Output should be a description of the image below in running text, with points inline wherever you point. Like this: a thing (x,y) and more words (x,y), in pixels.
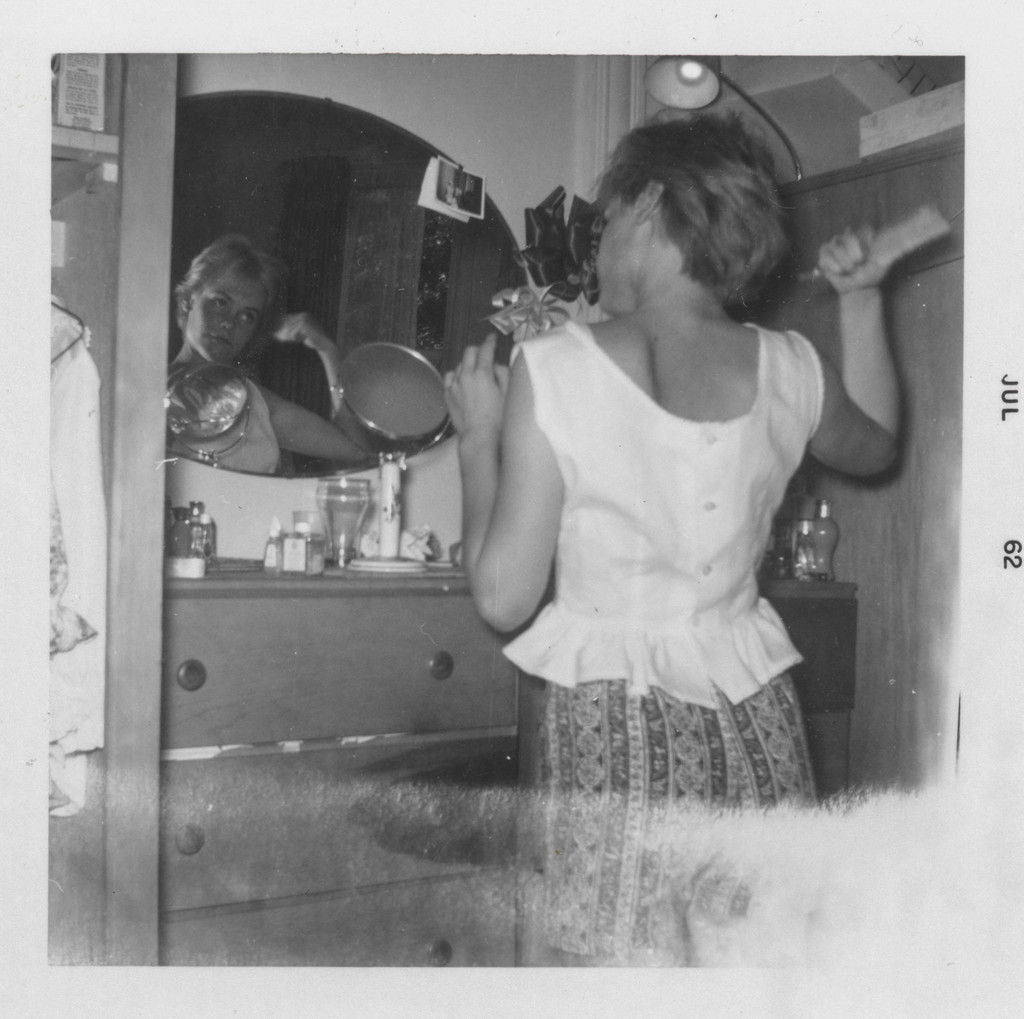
In this image, we can see the photocopy (288,786). We can see a person (580,481) holding an object (903,257). We can see the wall (443,138) with a mirror (245,401) and an object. We can see a desk (843,614) with some objects (409,555). We can also see some cloth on the left (104,570). We can also see a light (756,104) and the reflection (303,418) of the person (587,494) is seen in the mirror (267,388). We can also see some text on the right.
